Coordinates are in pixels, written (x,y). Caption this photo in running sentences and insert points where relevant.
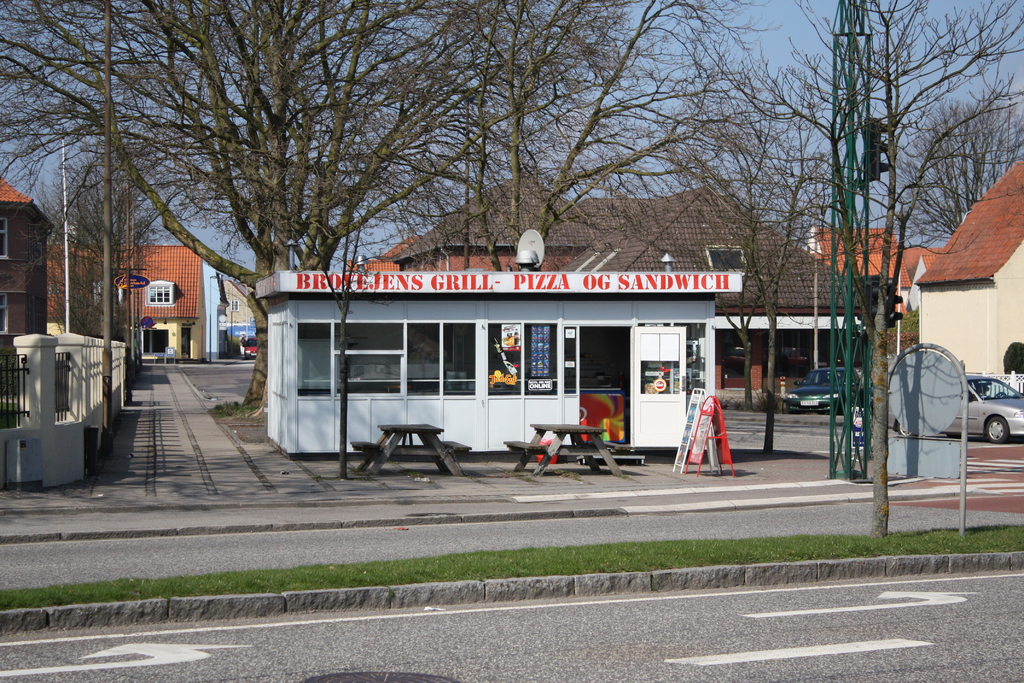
In this image we can see buildings (989,302), tables (401,435), boards (717,409), trees (883,408), poles (131,271), cars (811,374) and pavement (188,399). At the top of the image (738,50), we can see the sky (15,168). At the bottom of the image (515,635) we can see the road (753,629) and grass (433,563).
